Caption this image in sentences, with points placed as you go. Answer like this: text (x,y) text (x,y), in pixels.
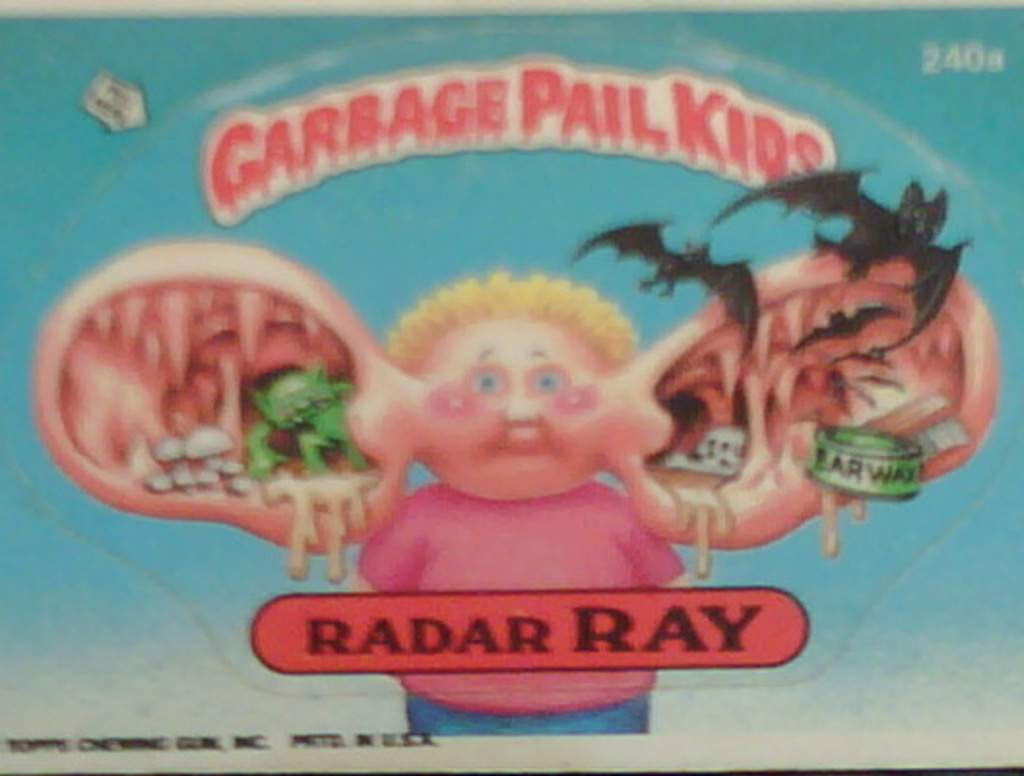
In the foreground of this poster, there is a person (515,409) with big ears (800,270), some text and few bats (885,215).
